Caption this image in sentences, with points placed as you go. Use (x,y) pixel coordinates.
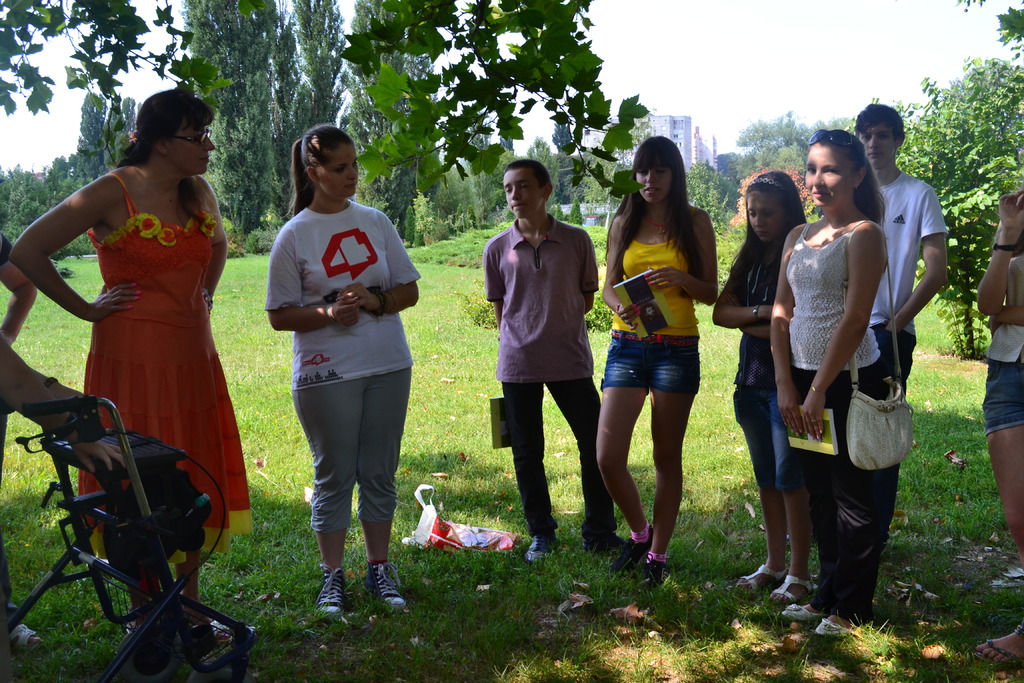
In this picture we can see some girls (634,330) standing in the garden (704,355) and holding the books (658,307) in the hand (810,426). Behind there are some trees (997,162) and buildings (680,125).
